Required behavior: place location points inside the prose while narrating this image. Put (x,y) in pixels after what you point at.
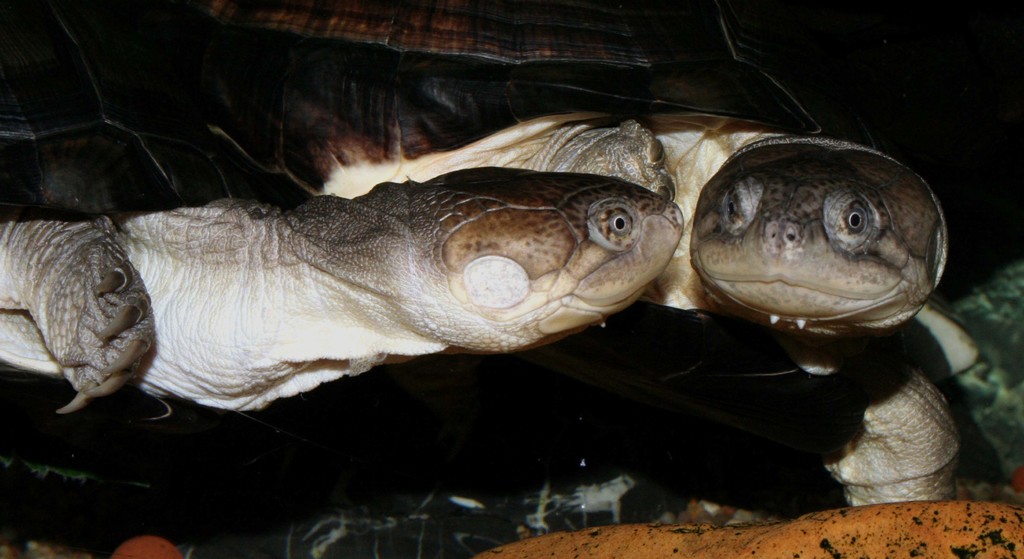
In this image we can see two tortoises (364,337) and at the bottom (497,434) and in the background (813,460) the image is not clear to describe.
